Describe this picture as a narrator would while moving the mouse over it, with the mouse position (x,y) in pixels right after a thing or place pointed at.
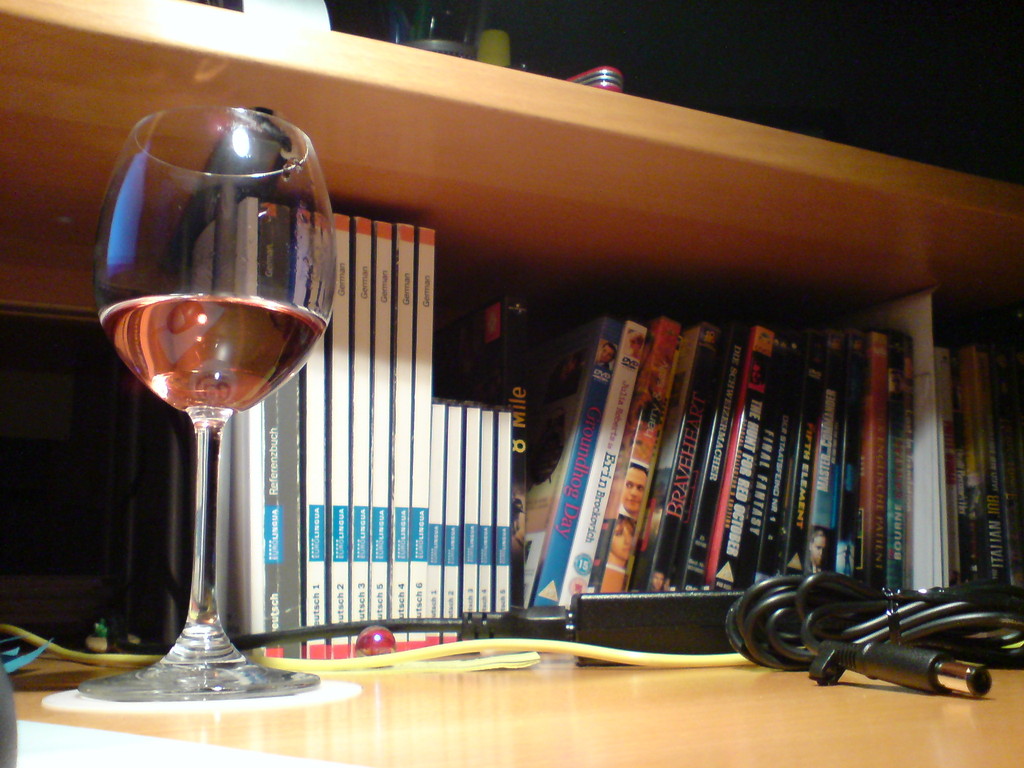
In this picture we can see books (334,497) arranged in a sequence manner in a rack (376,48). Here we can see adapter (742,629) and also a wine glass (287,249) with wine (256,333). At the top (430,39) we can see glass (447,29).
